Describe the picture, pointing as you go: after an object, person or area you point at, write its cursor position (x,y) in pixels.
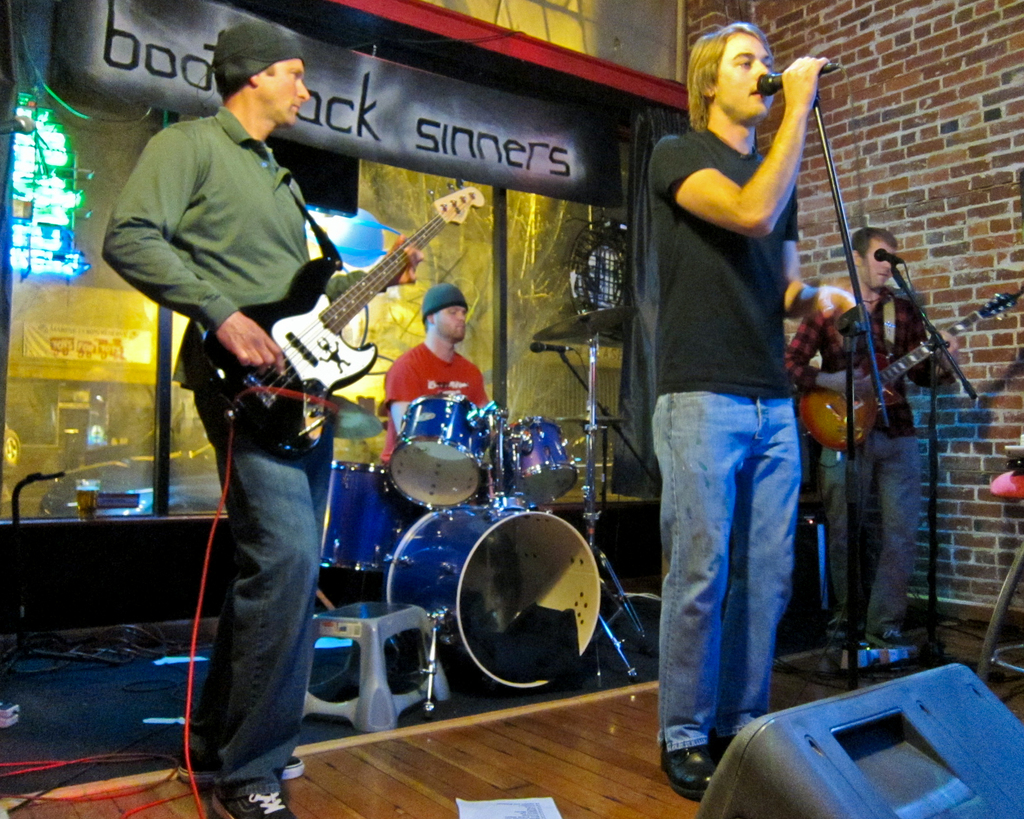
In this picture there are four men (733,441) standing and one of them is sitting playing the drum set (440,467), the remaining are playing the guitar (929,351) and one of them is singing in the backdrop (457,116) there is a banner (495,138) and is a window (94,394) and also right there is a brick wall (905,205).
